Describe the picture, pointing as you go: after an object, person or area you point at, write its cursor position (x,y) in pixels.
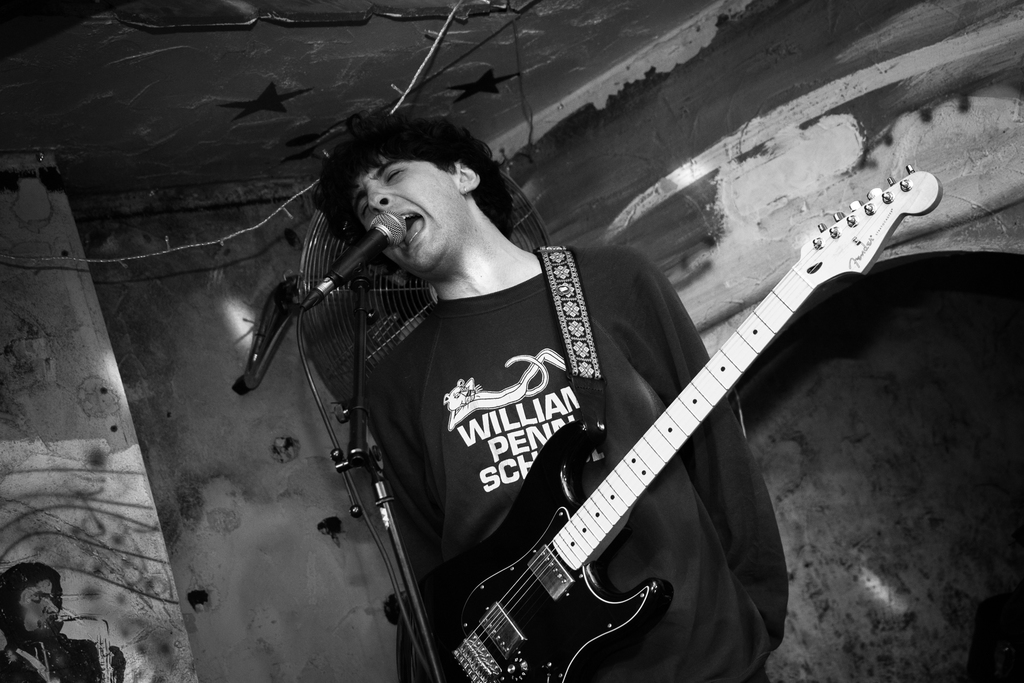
In this image I can see a person (412,353) singing on the mic (361,259) and wearing the guitar (661,469).
